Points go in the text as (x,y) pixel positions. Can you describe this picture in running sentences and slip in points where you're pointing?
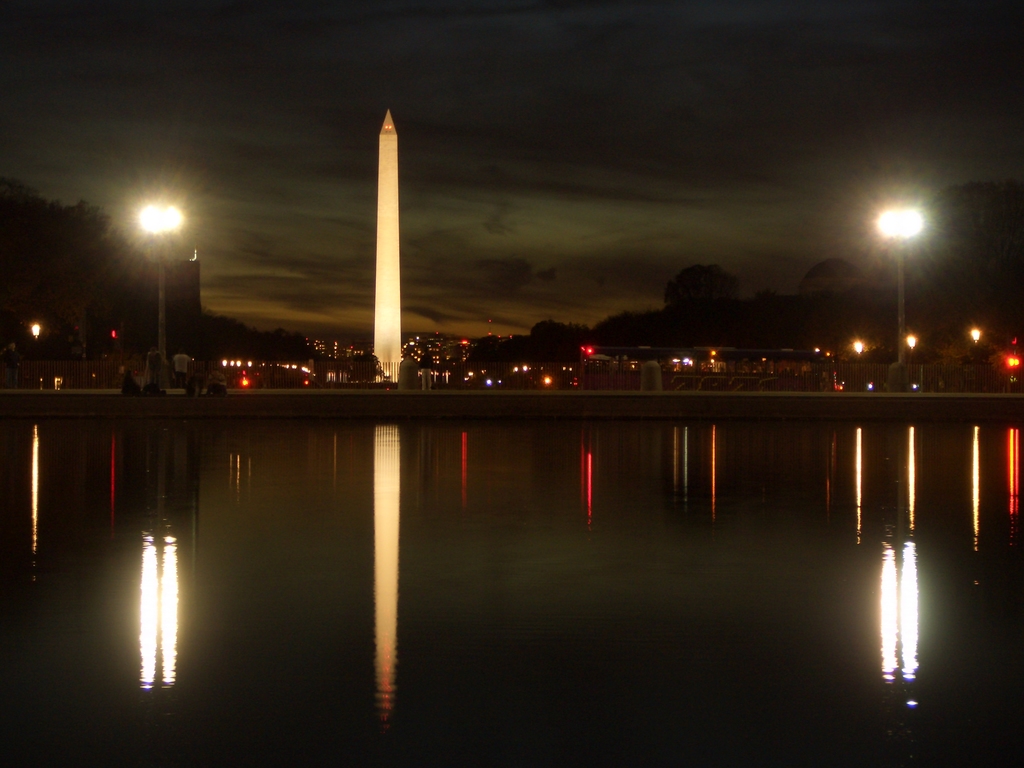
This image is clicked outside. There are lights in the middle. There is water (585,564) in the middle (520,500). There are buildings (382,361) in the middle (458,355). There is sky (439,94) at the top (626,94).
